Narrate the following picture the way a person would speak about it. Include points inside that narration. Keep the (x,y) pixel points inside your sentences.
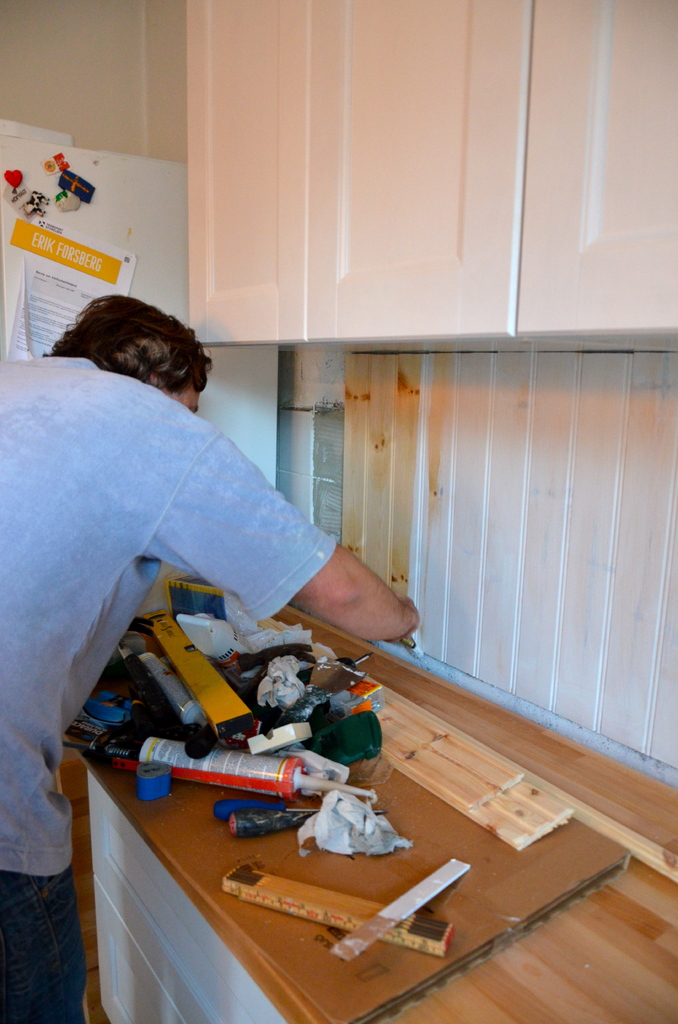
In this image we can see a person (95,560) wearing ash color T-shirt (82,662), blue color jeans (45,878), painting some wooden surface (444,510) with the brush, there are some cupboards (251,104) and there are some objects (260,775) on the desk (569,997) and in the background of the image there is a refrigerator (158,201) to which some papers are attached.
